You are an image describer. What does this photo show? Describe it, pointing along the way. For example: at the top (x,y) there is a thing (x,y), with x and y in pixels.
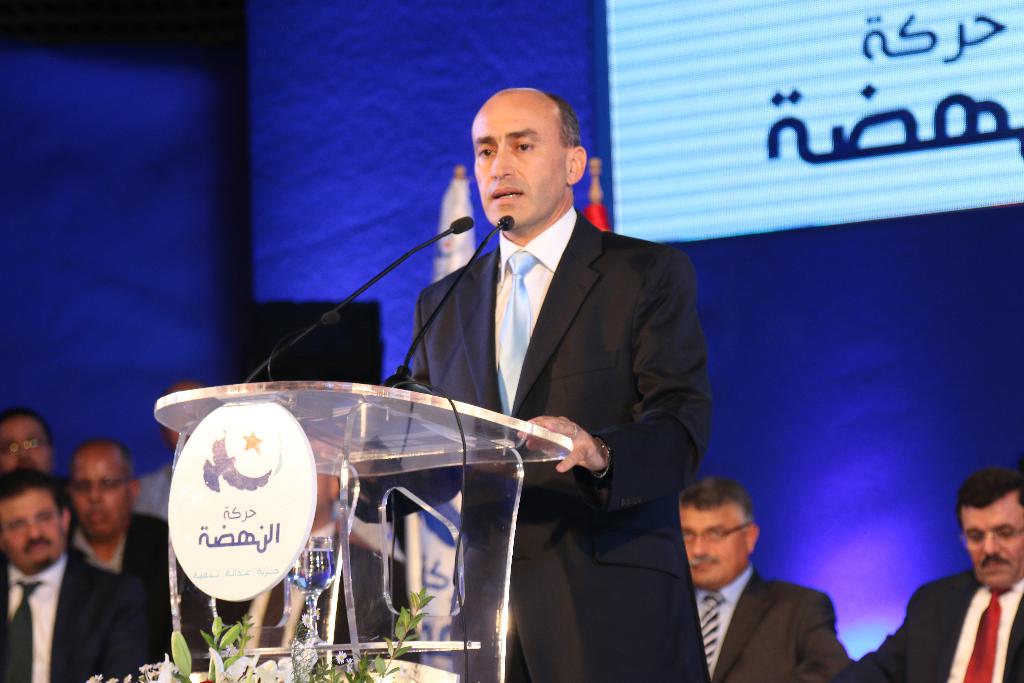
In this image a person (591,288) standing in front of a podium (225,500), on that podium (336,478) there are two mics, in the background (106,469) people (1007,616) are sitting on chairs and there is a blue wall (997,243) and white banner (624,74) on that there is some text (911,51).
